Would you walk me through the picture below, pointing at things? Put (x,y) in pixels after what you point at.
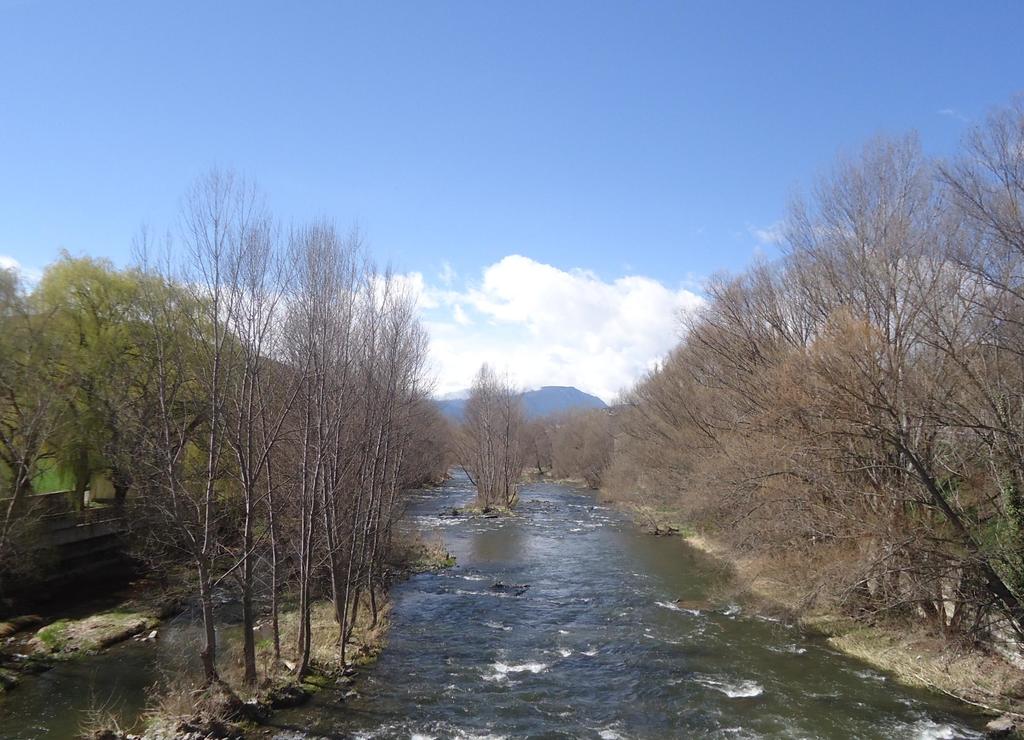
In this image we can see the water (536,579). Beside the water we can see the grass (46,479) and a group of trees (94,436). On the left side (108,426), we can see a wall (40,537) and trees (362,305). In the background (524,402), we can see the mountains (524,402). At the top (501,187) we can see the sky (461,270).
